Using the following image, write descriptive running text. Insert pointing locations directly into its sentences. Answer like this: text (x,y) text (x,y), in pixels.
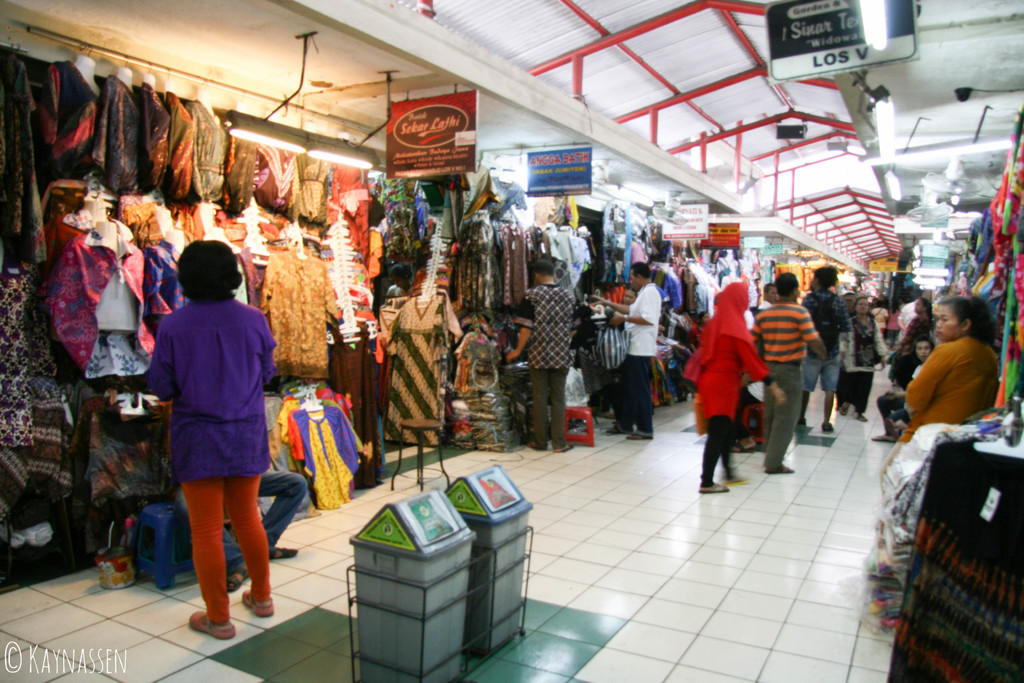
This picture looks like a shopping mall (617,569), in this image we can see some clothes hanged to the hangers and some clothes (327,465) are on the floor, we can see a few people (628,321), at the top (549,64) we can see some metal rods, lights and boards (443,135) with text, also we can see some stools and other objects (421,560) on the floor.
